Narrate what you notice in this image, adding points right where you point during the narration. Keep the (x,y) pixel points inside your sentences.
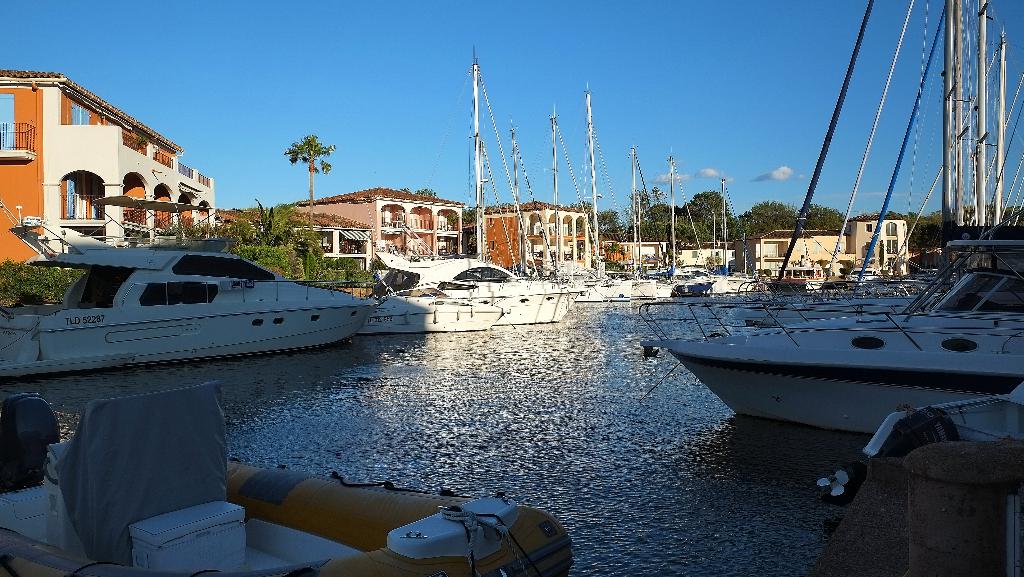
In this image there is one lake (343,357) and in the lake (200,367) there are some ships (741,294), and also i can see some poles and wires (549,246). In the background (459,215) there are some houses (579,232), trees (626,232). At the top of the image (448,92) there is sky (330,161).
